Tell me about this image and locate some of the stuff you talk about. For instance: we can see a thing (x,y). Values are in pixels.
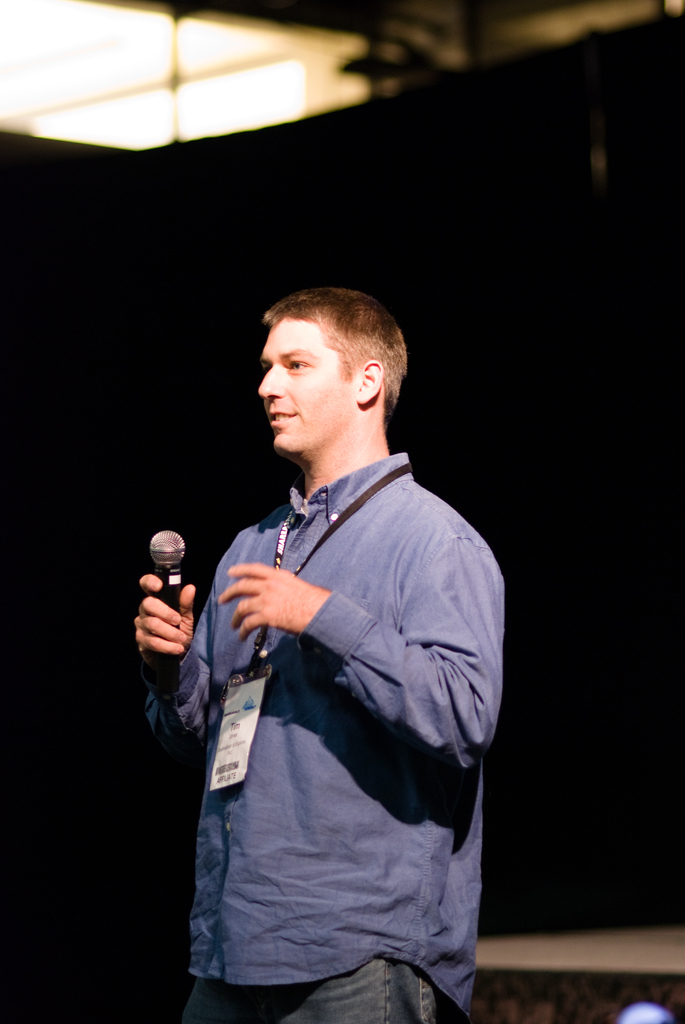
In this picture, we see a man (369,854) in blue shirt (364,642) and blue jeans (364,978) is wearing ID card (250,702) around his neck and he is holding microphone (167,575) in his hands (152,582) and he is smiling. Behind him, we see a table (543,940).
